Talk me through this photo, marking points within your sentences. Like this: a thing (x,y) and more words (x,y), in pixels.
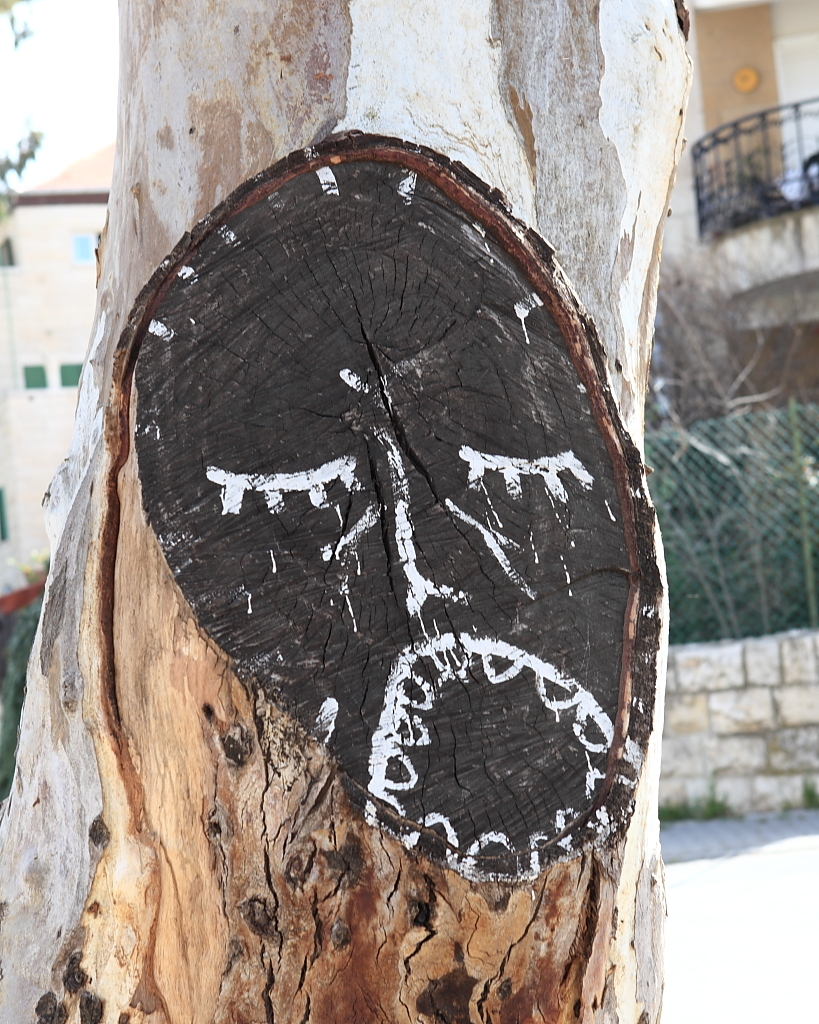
This image consists of a tree (520,839). On the right (745,718), there is a wall (748,705) and a fencing (730,514). In the background (34,344), there are buildings (36,454). At the bottom (758,982), there is a road (676,962).
